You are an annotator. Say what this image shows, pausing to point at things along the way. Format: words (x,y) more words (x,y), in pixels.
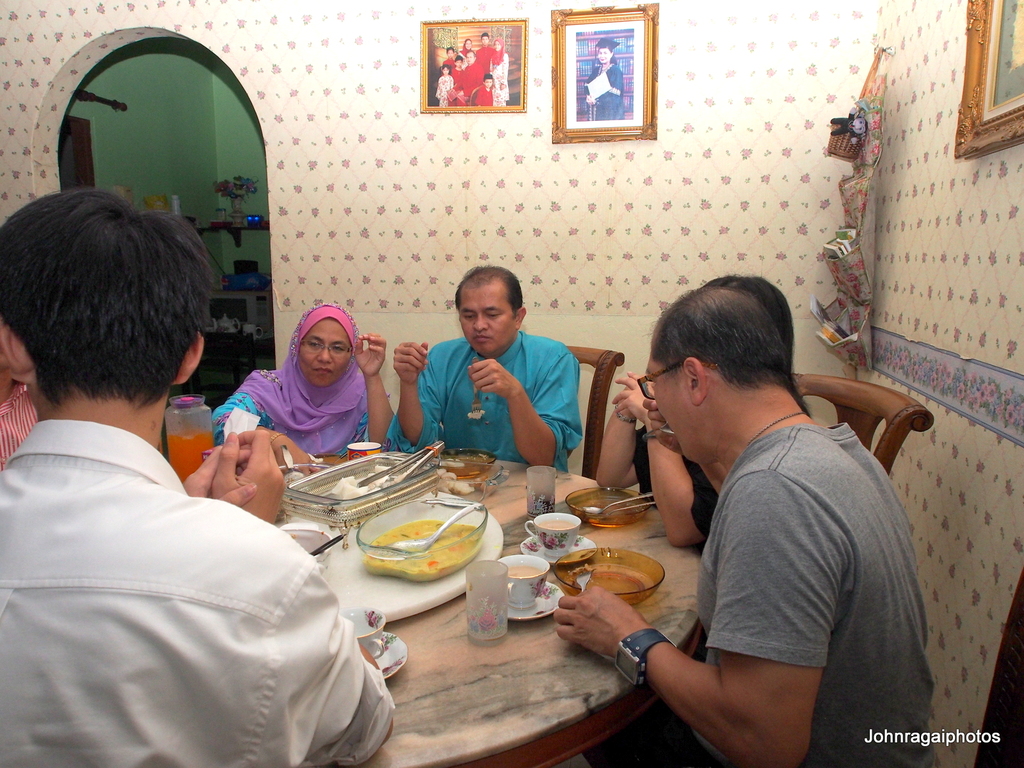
On the background (592,97) we can see photo frames (989,84) over a decorative wall (537,209). Here we can see a flower vase (245,188) in a rack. Here we can see all the persons (421,369) sitting on chairs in front of a dining table (654,535) and on the table (668,587) we can see plates (655,568), spoons (607,507), containers (383,465) with food items (350,479), cup (373,643), saucer (380,661).
